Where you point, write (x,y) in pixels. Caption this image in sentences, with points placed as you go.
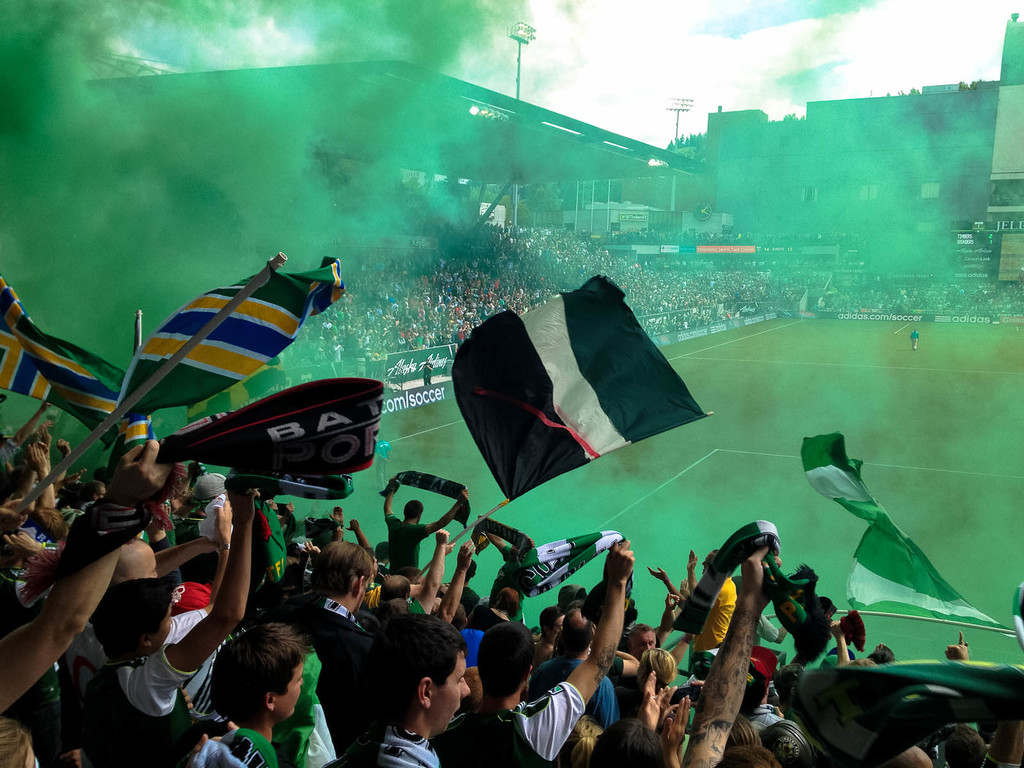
In this image we can see a sports stadium (659,213) and some of the spectators (341,356) are holding flags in their hands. In addition to this we can see sheds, flood lights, sky (679,60) with clouds (732,66) and people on the ground (757,391).
